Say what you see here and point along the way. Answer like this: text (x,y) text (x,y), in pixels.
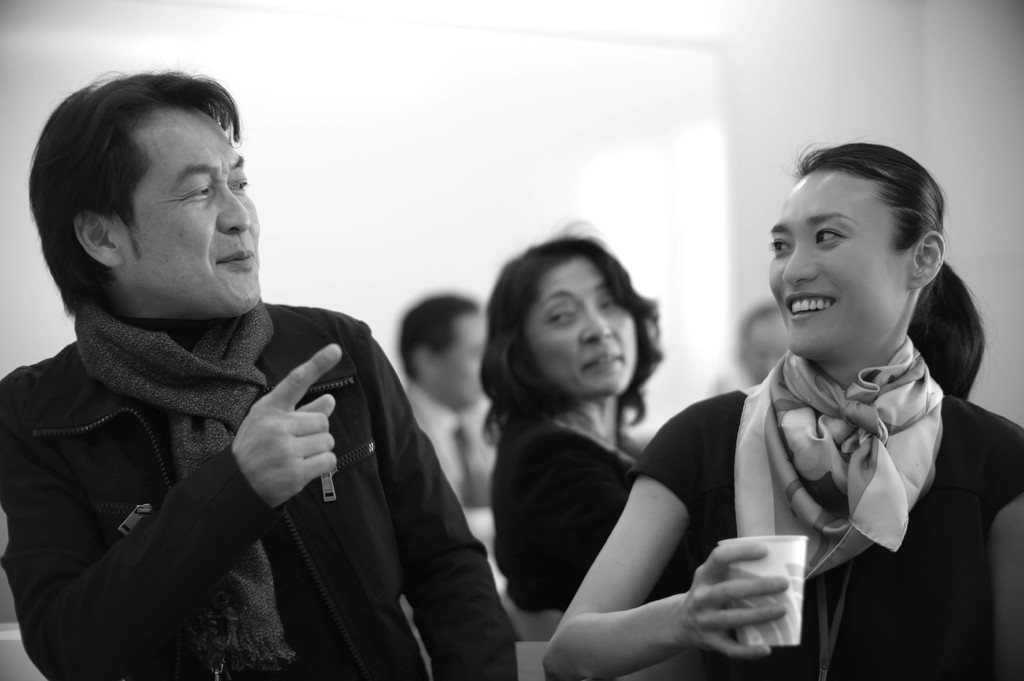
In this image we can see a woman (734,514) is standing, and smiling, at beside here a man (214,468) is standing, at back (415,132) here is the white background.
